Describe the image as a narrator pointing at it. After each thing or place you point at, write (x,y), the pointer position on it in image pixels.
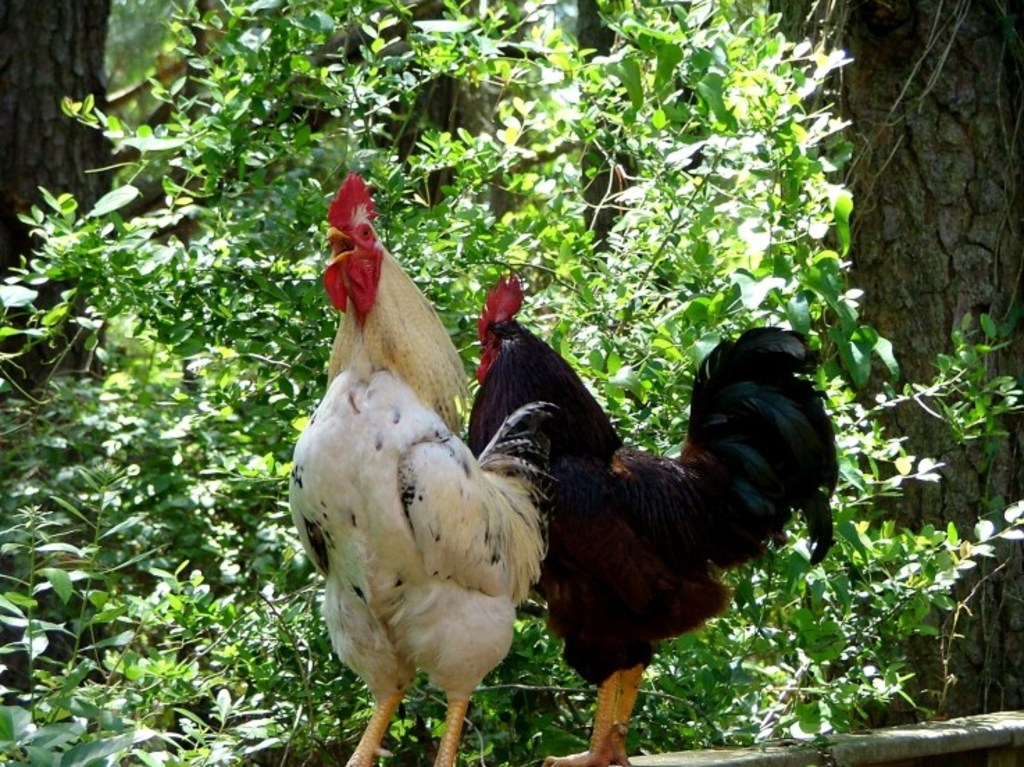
In this picture we can see two roosters (503,569) are standing, in the background (794,137) there are some trees (272,15).
